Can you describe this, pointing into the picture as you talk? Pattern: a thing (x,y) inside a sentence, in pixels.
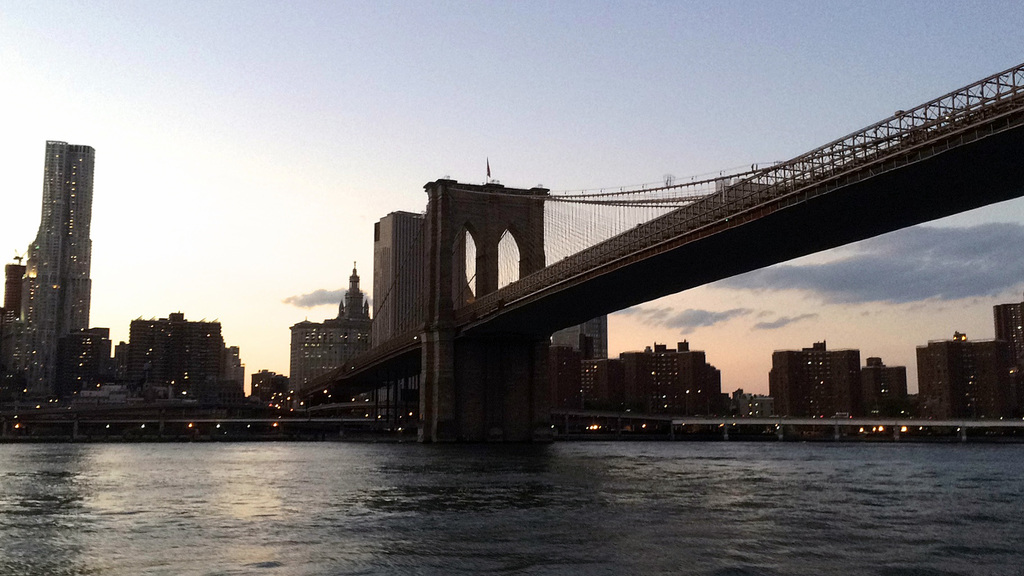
There are water (530,490) and there is a bridge (659,273) above it in the right corner (695,218) and there are building (326,366) in the background (199,354).
